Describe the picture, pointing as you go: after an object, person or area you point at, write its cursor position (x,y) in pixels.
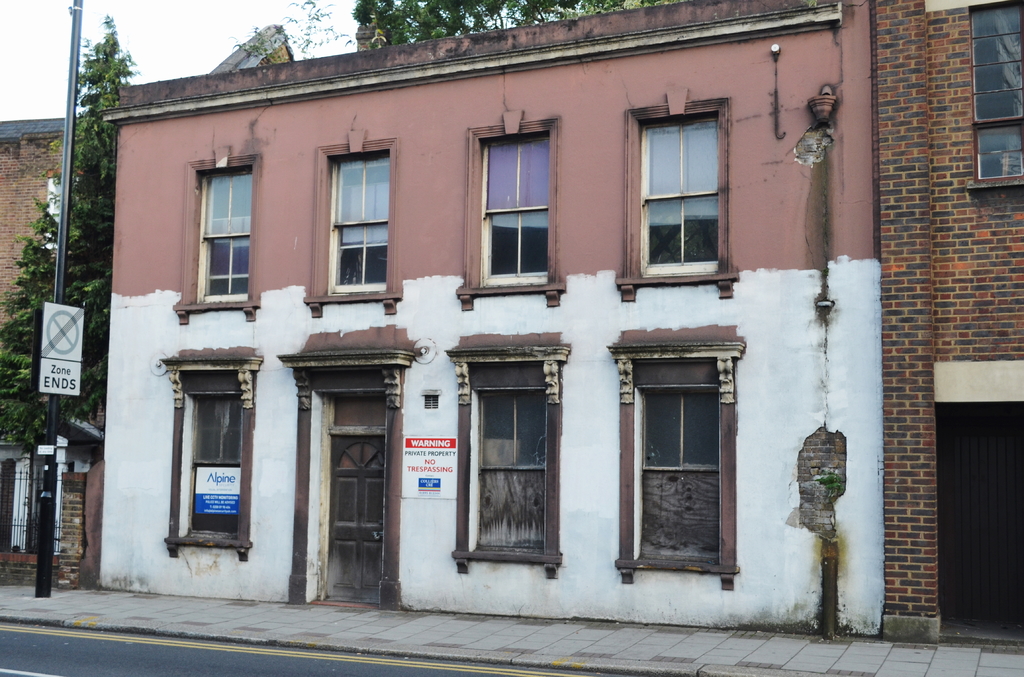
In this image we can see some buildings (667,214) with windows (517,458), some sign boards (423,487) with text (414,472). To the left side of the image (51,432) we can see sign board (61,327) on a pole (44,508). In the background (393,1), we can see group of trees (96,240) and the sky (270,22).
